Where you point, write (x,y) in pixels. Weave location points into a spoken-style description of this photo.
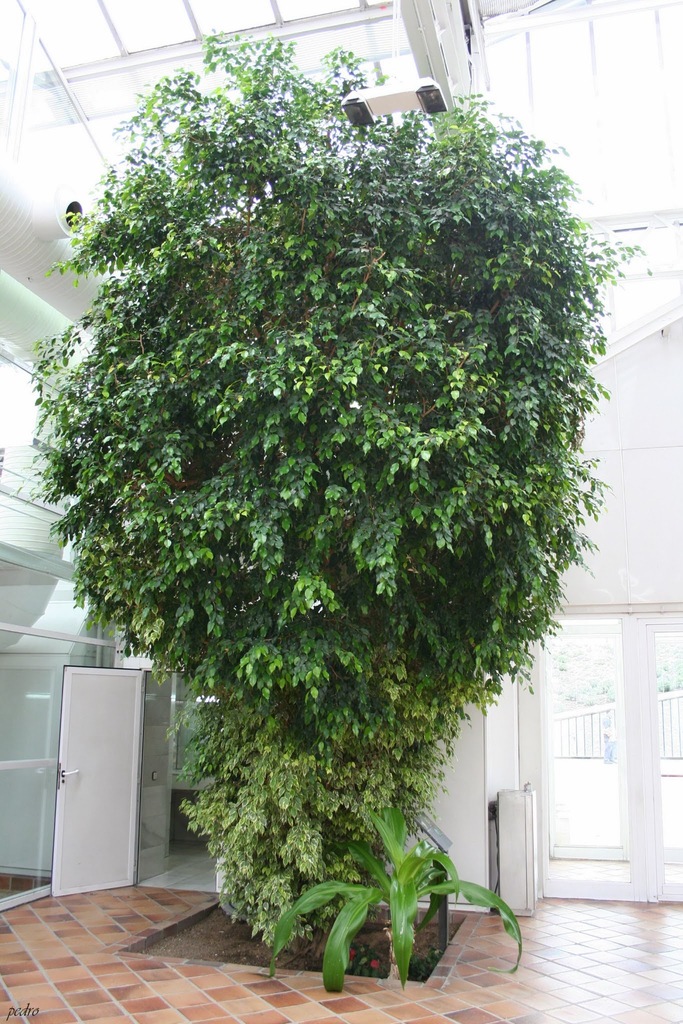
In this picture we can see the huge green plant (170,489) in the front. Behind there is a glass door (610,689) and white wall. On the top (327,28) there is a glass shed (153,90).
